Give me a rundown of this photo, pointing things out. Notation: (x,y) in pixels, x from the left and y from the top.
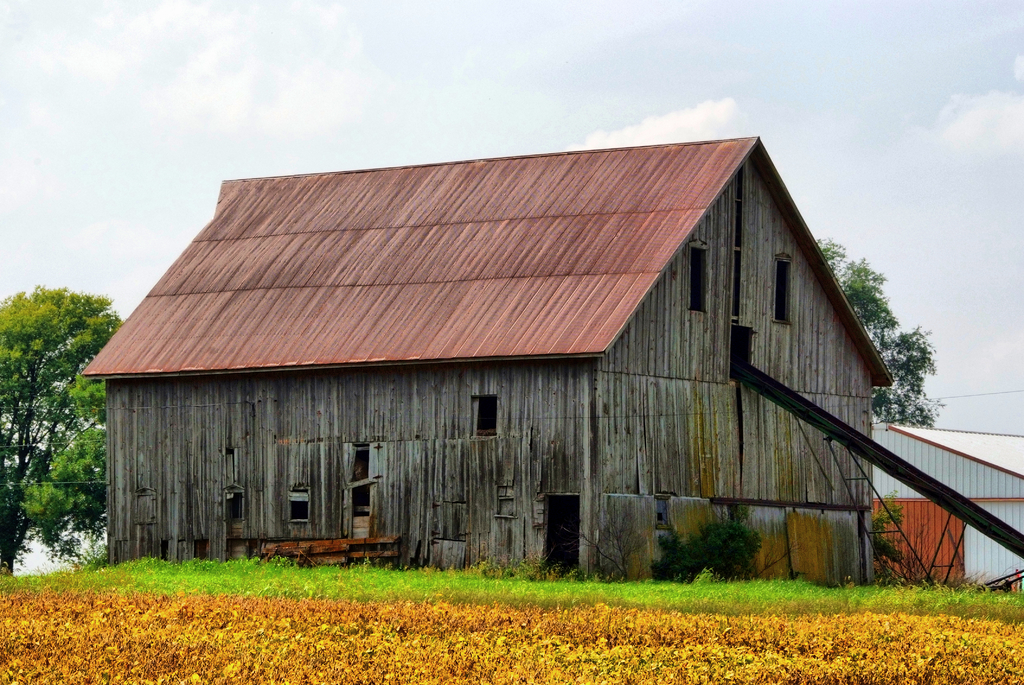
There is a building (463,371). Near to the building (246,543) there is grass (665,589) and plants (674,578). In the back (58,436) there are trees (891,358). In the background (591,133) there is sky (844,120). Also there are rods (963,520) on the right side (910,544).
